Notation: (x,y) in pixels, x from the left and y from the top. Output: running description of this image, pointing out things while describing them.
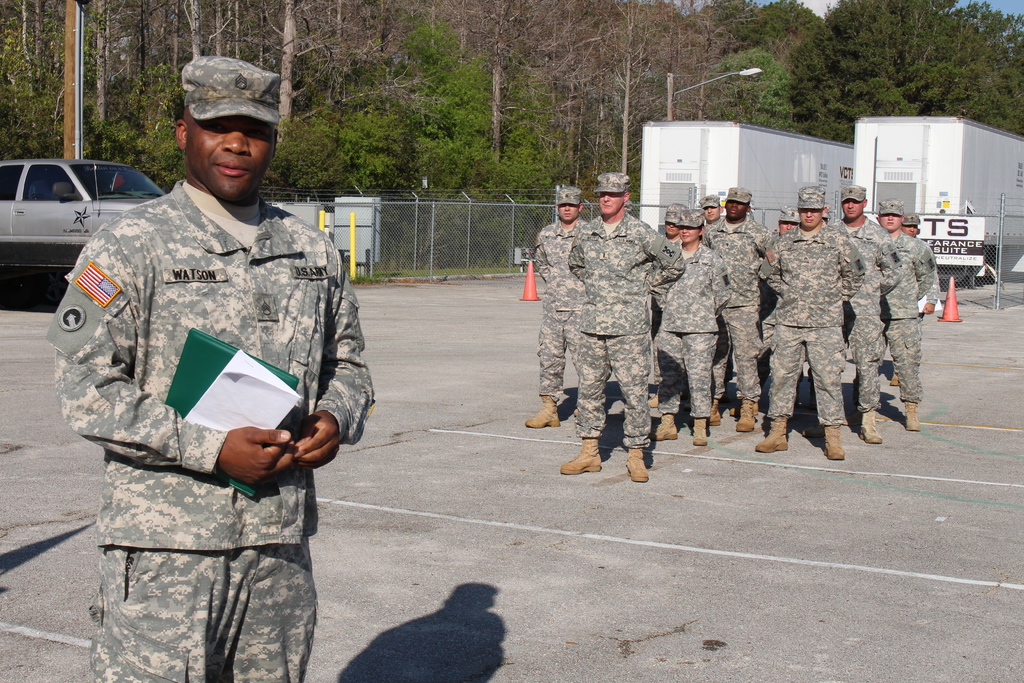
In this picture we can see some people (879,282) are standing, a man (245,446) in the front (246,427) is holding a file (207,376) and a paper (204,403), on the left side (36,228) there is a car (73,248), we can see fencing (523,221) and traffic cones (958,303) in the middle (507,230), they are looking like containers (756,158) on the right side (720,181), in the background (804,91) we can see trees (570,54) and a light (751,72), there is the sky (1014,11) at the right top of the picture (1001,12).
